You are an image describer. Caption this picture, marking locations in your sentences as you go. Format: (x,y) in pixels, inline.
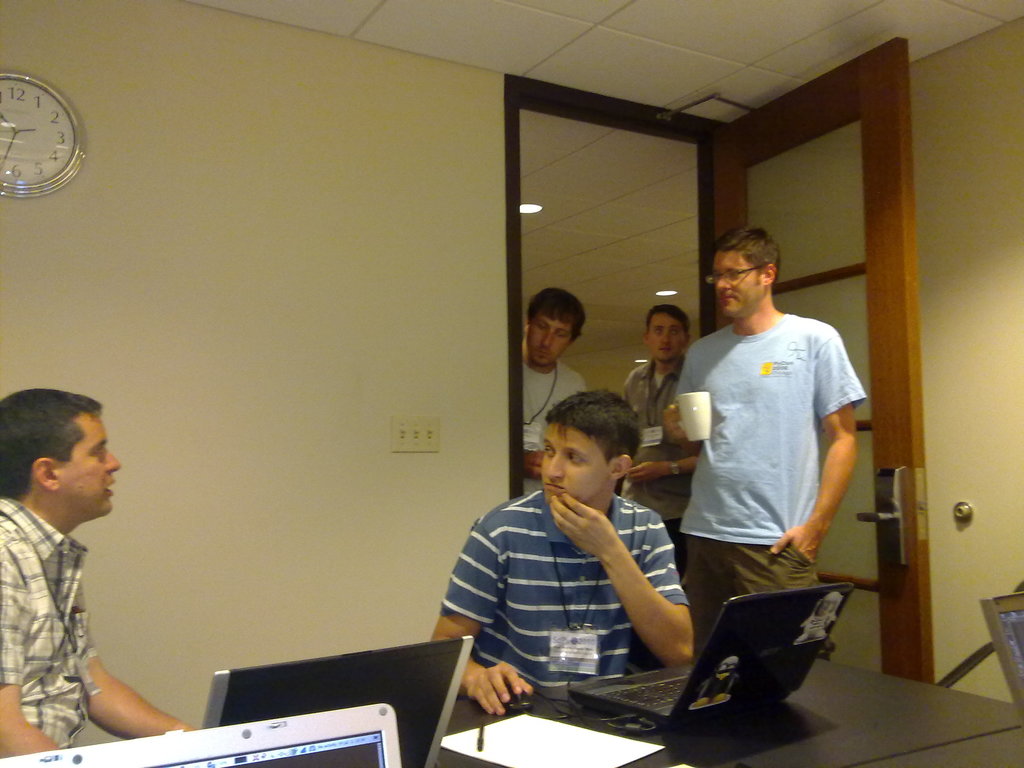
In this image i can see 2 persons (59,525) sitting in front of a table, on the table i can see few laptops (363,715) and papers (554,739). In the background (388,326) i can see a wall (283,224), a clock (19,169) and few people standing and a door (821,204).
